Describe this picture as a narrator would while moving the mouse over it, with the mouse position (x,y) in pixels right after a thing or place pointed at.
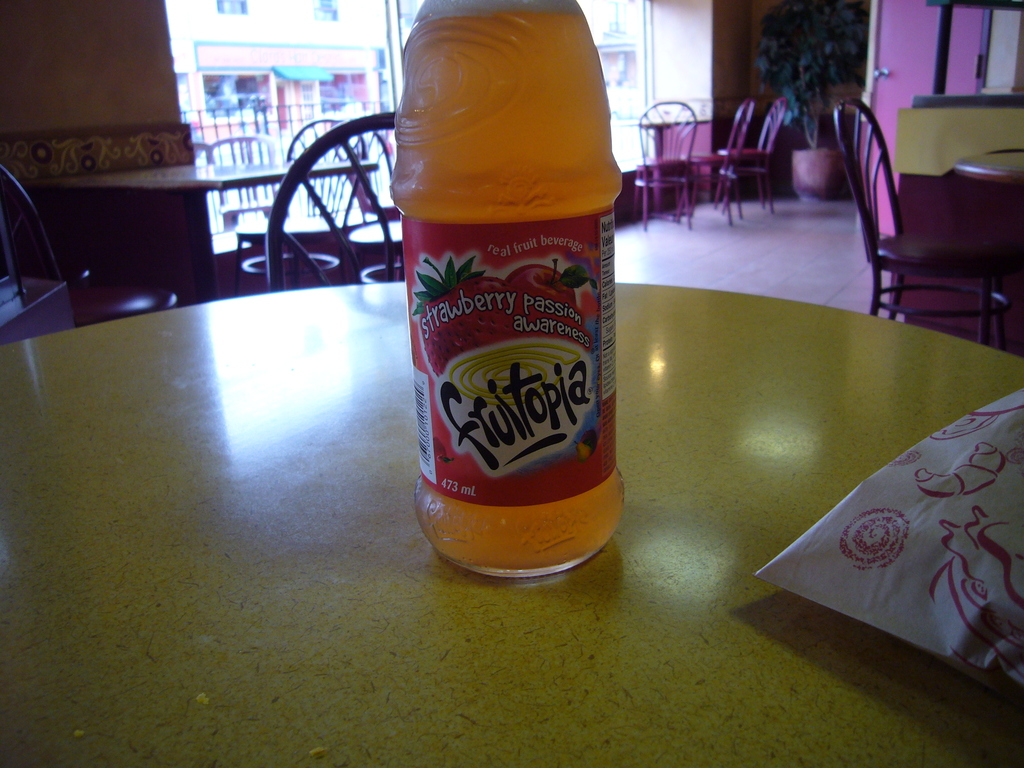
There is a bottle (519,432) on the table (560,579). In the background (194,231) we can see few tables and chairs (764,132) and a plant (825,72). Through the door (391,38) which is glass door (302,76) we can see building (609,35).
